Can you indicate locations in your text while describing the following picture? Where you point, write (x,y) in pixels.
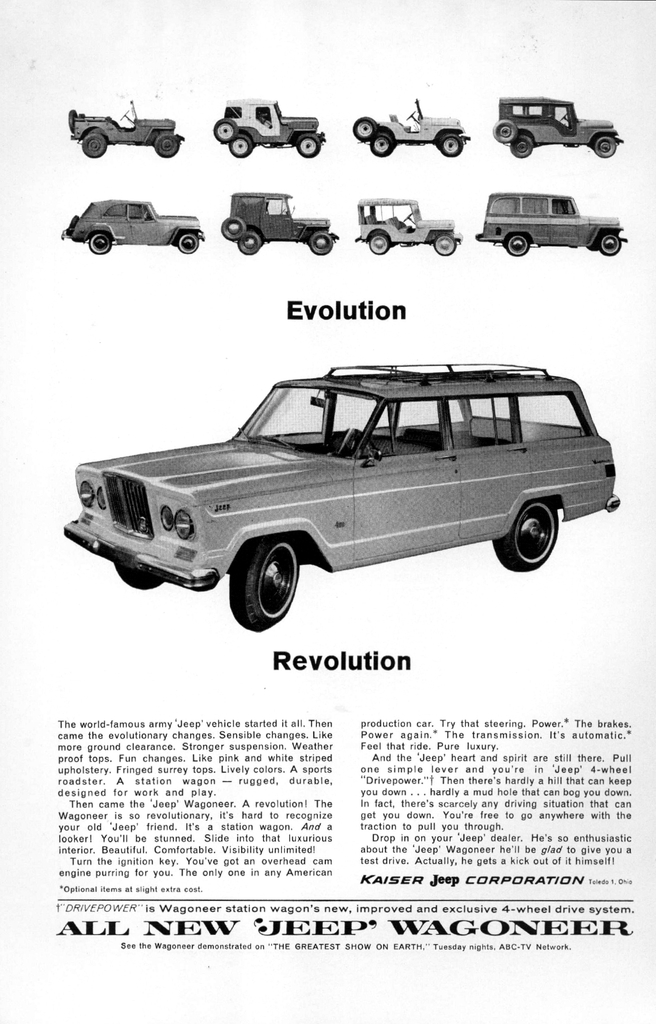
In this image we can see an article (377,489). Also there are vehicles (142,232) and something is written on the image.
